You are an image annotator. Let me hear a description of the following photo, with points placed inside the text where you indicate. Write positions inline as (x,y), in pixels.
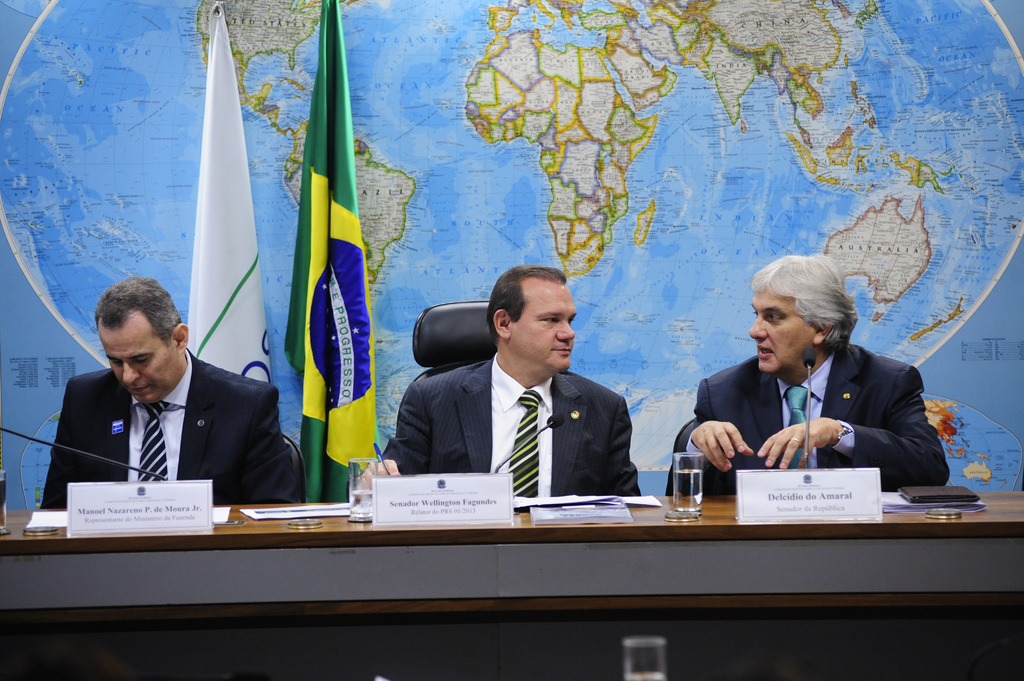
In this image we can see three men (835,376) are sitting on the chairs (464,344). In front of them, we can see a table (334,615). On the table (80,589), we can see name plates (477,524), glasses (368,469), mics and papers (907,505). In the background (141,183), we can see flags (327,208) and a map (143,177). It seems like a glass (634,659) at the bottom of the image (645,644).
